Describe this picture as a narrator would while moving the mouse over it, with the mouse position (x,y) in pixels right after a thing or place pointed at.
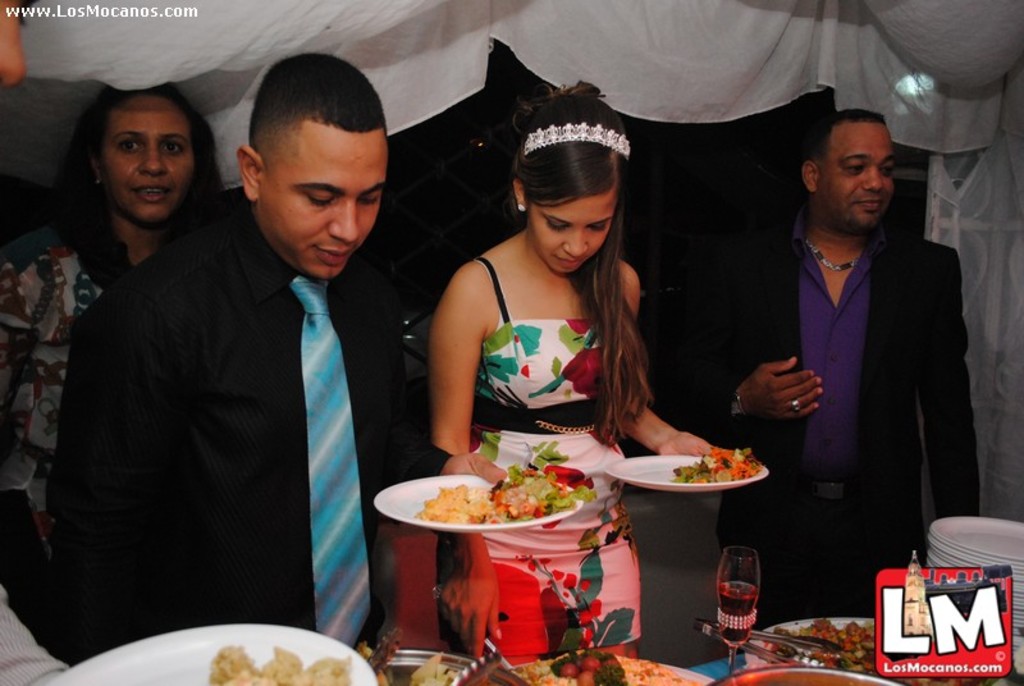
In this image we can see people (330,464) standing and holding plates (739,486). At the bottom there is a table (740,662) and we can see plates (815,638), glass (757,591), spatula (804,655) and some food (554,672) placed on the table (780,650). In the background (768,34) there is a curtain (637,41) and we can see a light (925,83).
